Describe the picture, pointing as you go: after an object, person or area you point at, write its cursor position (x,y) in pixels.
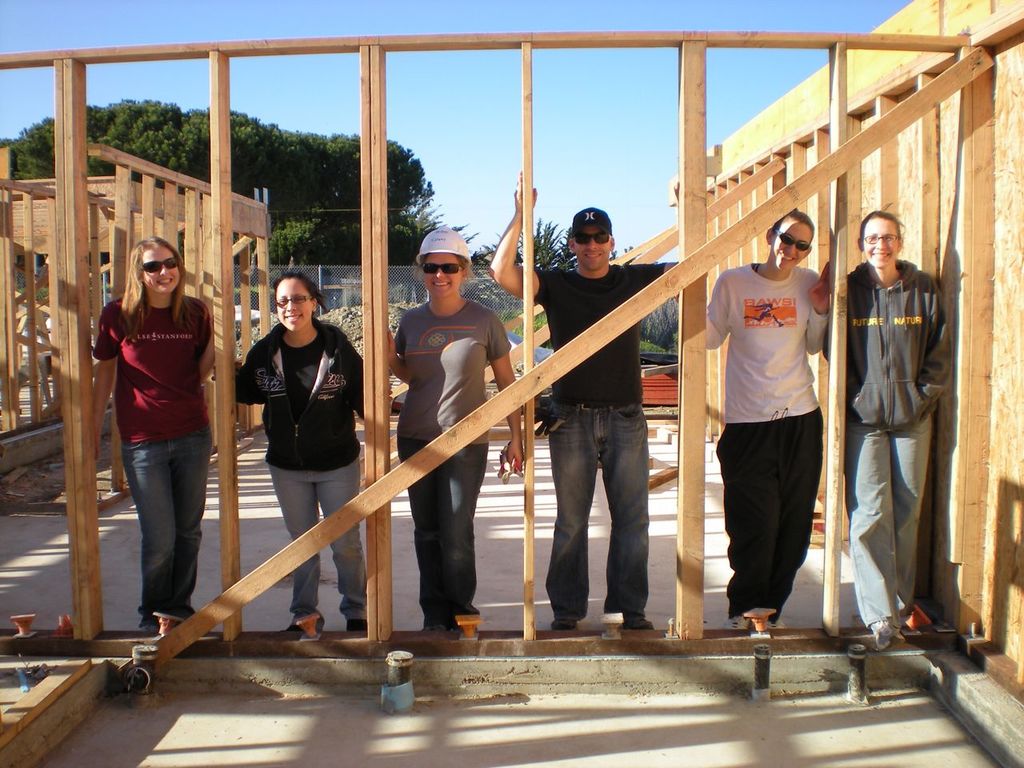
In this image we can see six people (208,440) wearing glasses (450,268) and standing and smiling. We can also see the wooden fence (366,437) and some pipes (402,673) and also rods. In the background (236,246) we can see some construction (145,217) with the wood (177,218). We can also see the fence (356,288) and also trees (315,166). Sky (535,213) is also visible. At the bottom (541,692) we can see the land (528,742).
